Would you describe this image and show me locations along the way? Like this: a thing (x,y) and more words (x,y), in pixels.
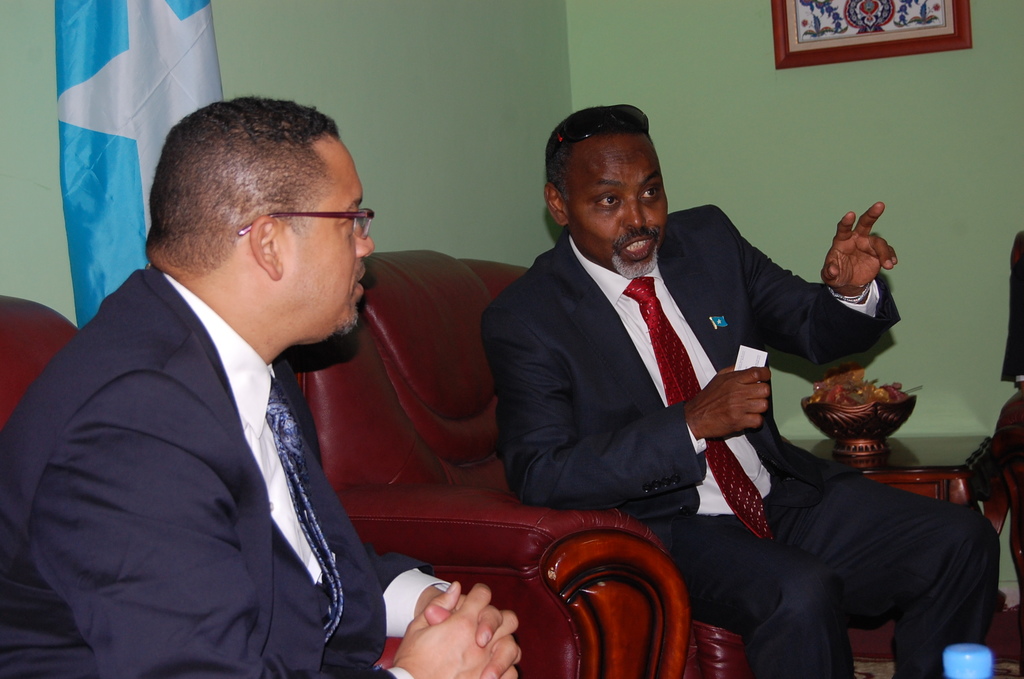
In this picture we can see two men (396,623) wore blazers (770,304), ties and sitting on chairs (449,284) and in front of them we can see a bottle (989,648) and in the background (888,448) we can see a table (921,489), basket (848,407) with some objects (863,399) in it, frame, walls (708,93), flag (158,73).
